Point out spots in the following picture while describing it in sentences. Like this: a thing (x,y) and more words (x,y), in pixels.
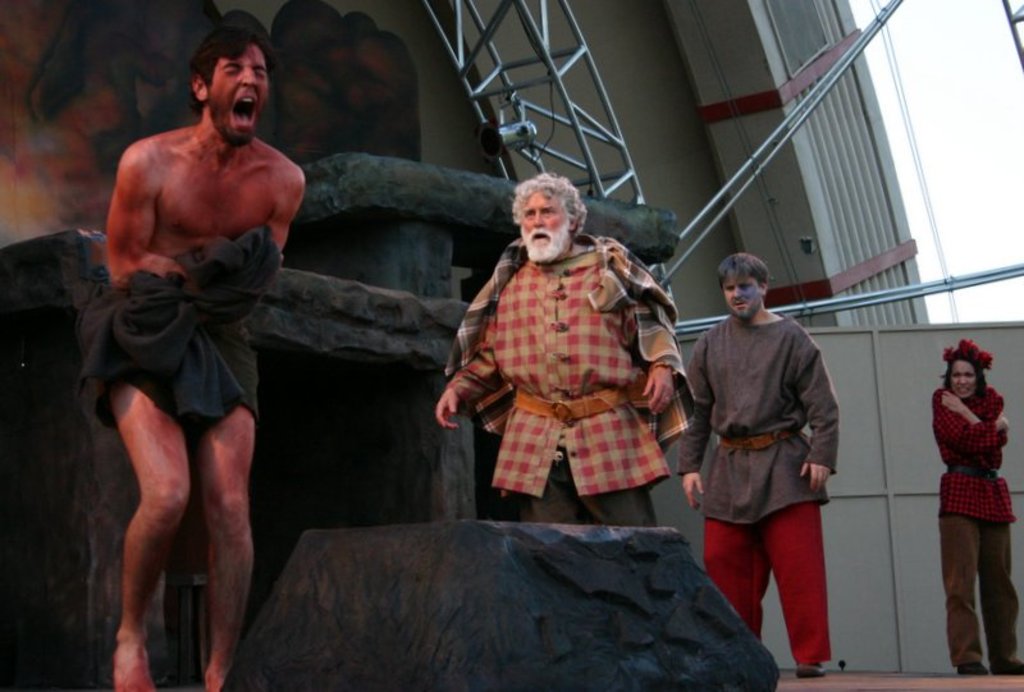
In this image I can see the group of people (750,388) with different color dresses (603,368). In-front of these people (660,405) I can see the black color object (531,614). In the background (494,155) I can see the light (491,140), iron rods (622,135) and the sky (944,84).
